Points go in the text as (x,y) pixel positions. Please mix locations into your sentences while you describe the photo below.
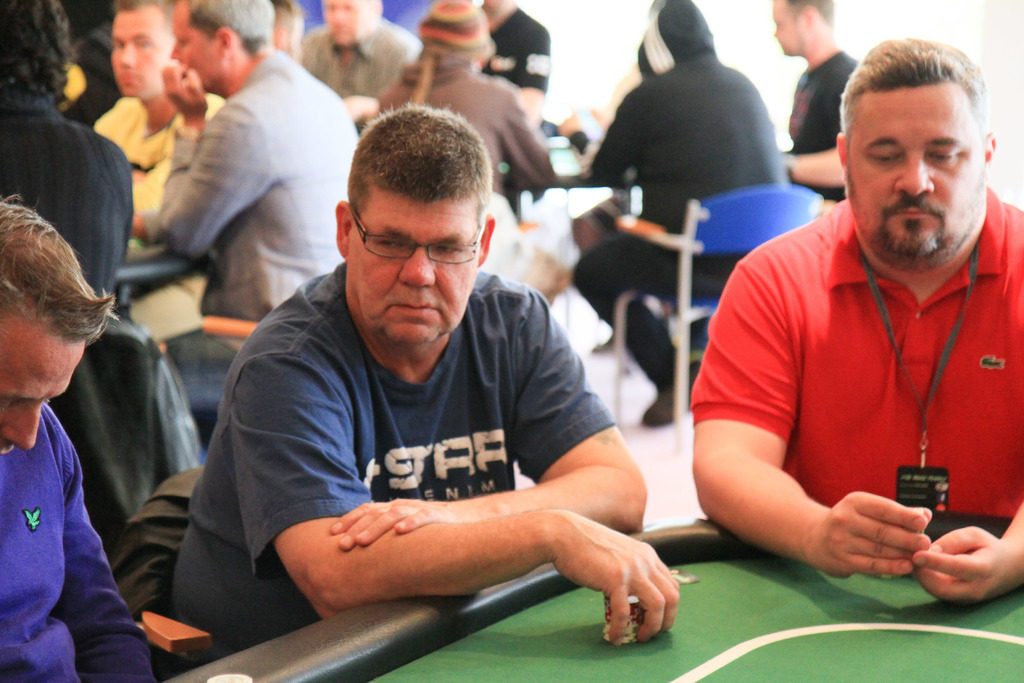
In this image there are many people (81,251) sitting on a chairs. At the bottom of the image (456,677) there is a table (934,658) to play cards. In the right side of the image (963,376) a man (937,582) is sitting on a chair (723,231). This image is taken in a room (1011,106).
